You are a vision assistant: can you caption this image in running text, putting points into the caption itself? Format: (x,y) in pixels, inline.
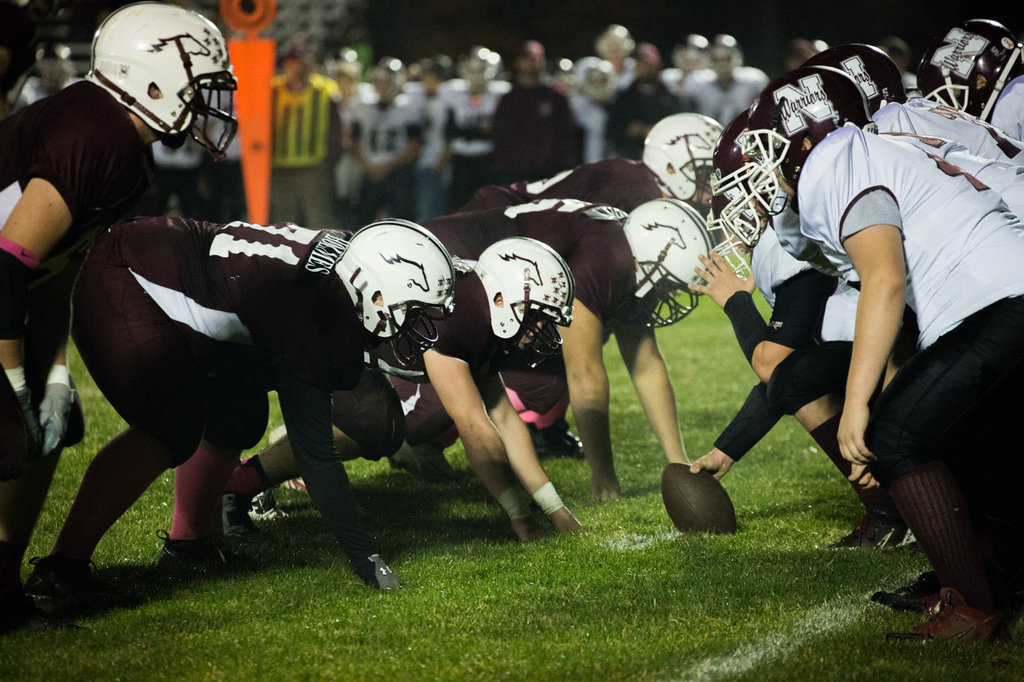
There are persons (595,184) in thick brown color and white color t-shirts (921,196) playing football on the grass (909,642) on the ground (909,642). In the background (444,81), there are persons (427,81). And the background is blurred.
